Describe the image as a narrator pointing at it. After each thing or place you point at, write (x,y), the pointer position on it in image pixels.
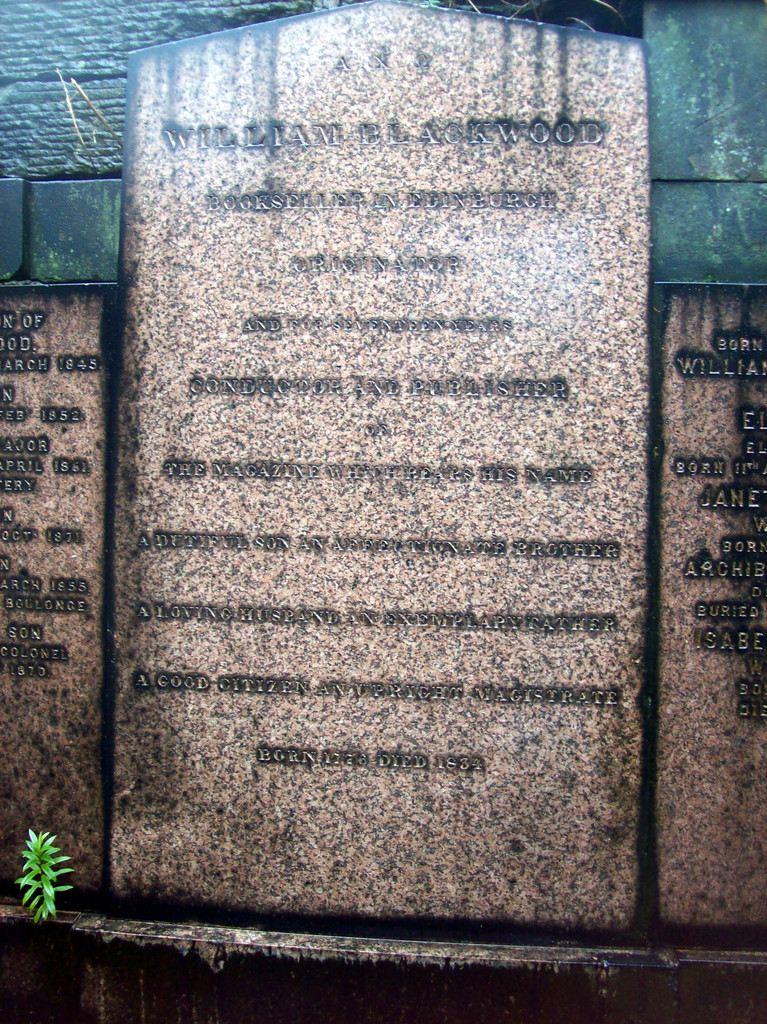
In the picture we can see a grave stone (320,914) with some information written on it and besides to it also we can see some stone (689,867) with some information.
